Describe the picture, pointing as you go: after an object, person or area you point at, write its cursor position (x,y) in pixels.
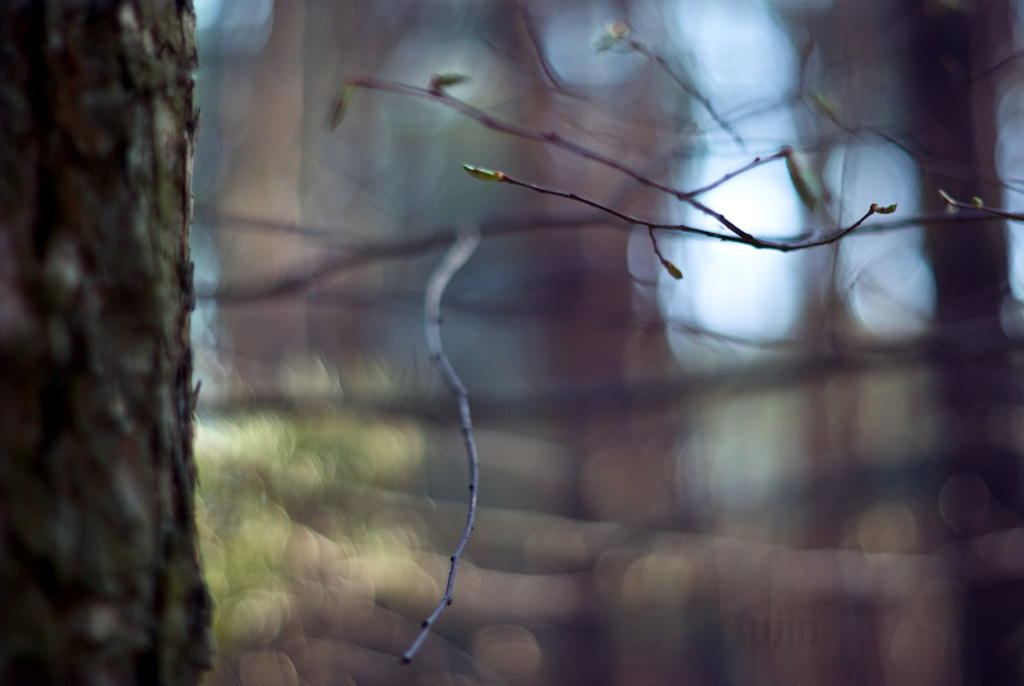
In front of the image there is a tree (10,142) and the background of the image (772,506) is blur. There is some text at the bottom of the image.
